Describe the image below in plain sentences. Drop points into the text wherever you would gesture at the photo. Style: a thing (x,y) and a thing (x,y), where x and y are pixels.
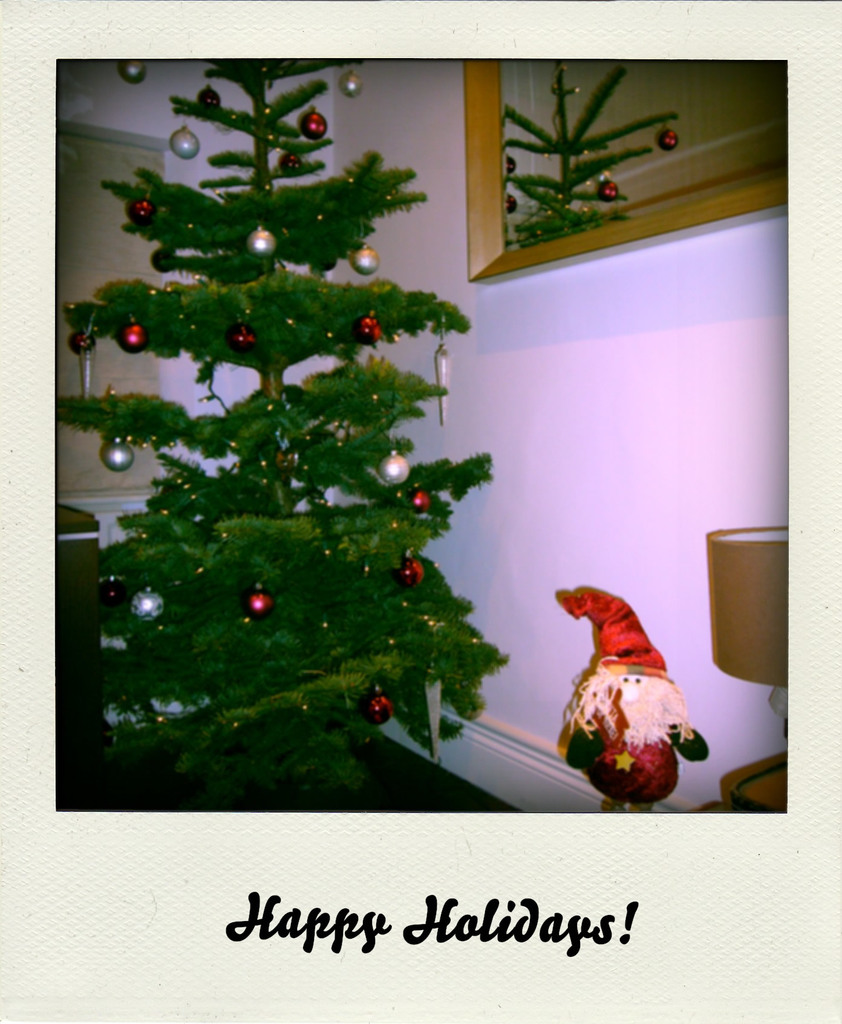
In this image we can see a Christmas tree (306,437) with some balls (127,347) on it. On the right side of the image (647,674) we can see a doll (673,732), lamp (778,625). In the background (85,441), we can see a mirror (510,188) and a window (71,486).
